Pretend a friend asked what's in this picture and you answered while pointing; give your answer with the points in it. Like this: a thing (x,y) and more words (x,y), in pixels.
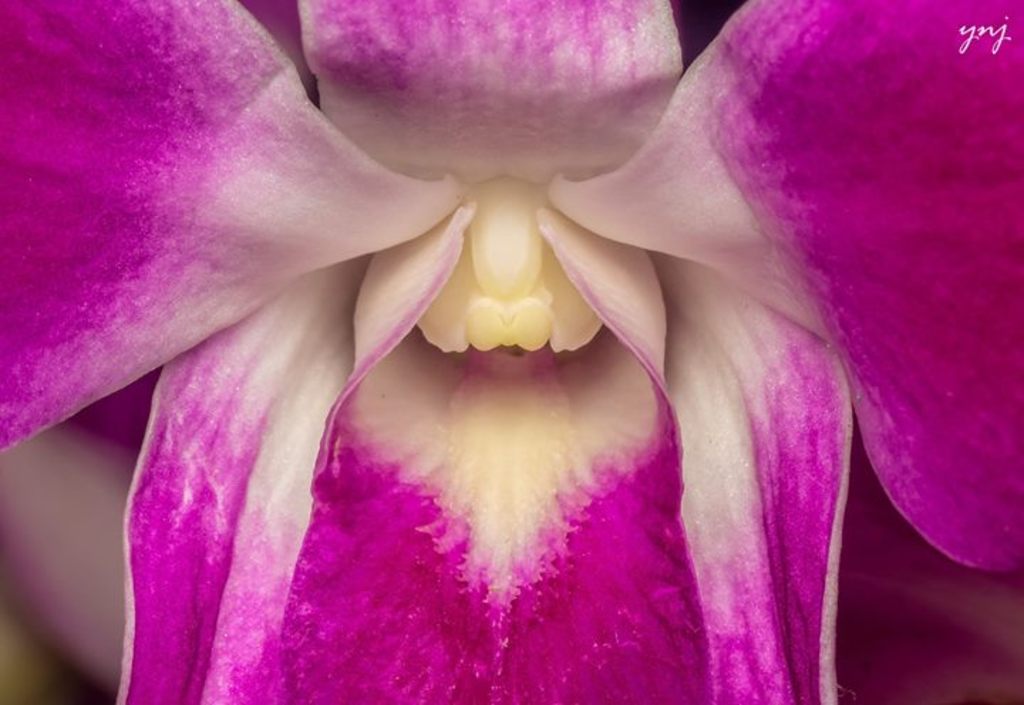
In the center of the image (367,363) we can see one flower (560,551), which is in pink, white and cream color. On the top right side of the image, we can see some text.
